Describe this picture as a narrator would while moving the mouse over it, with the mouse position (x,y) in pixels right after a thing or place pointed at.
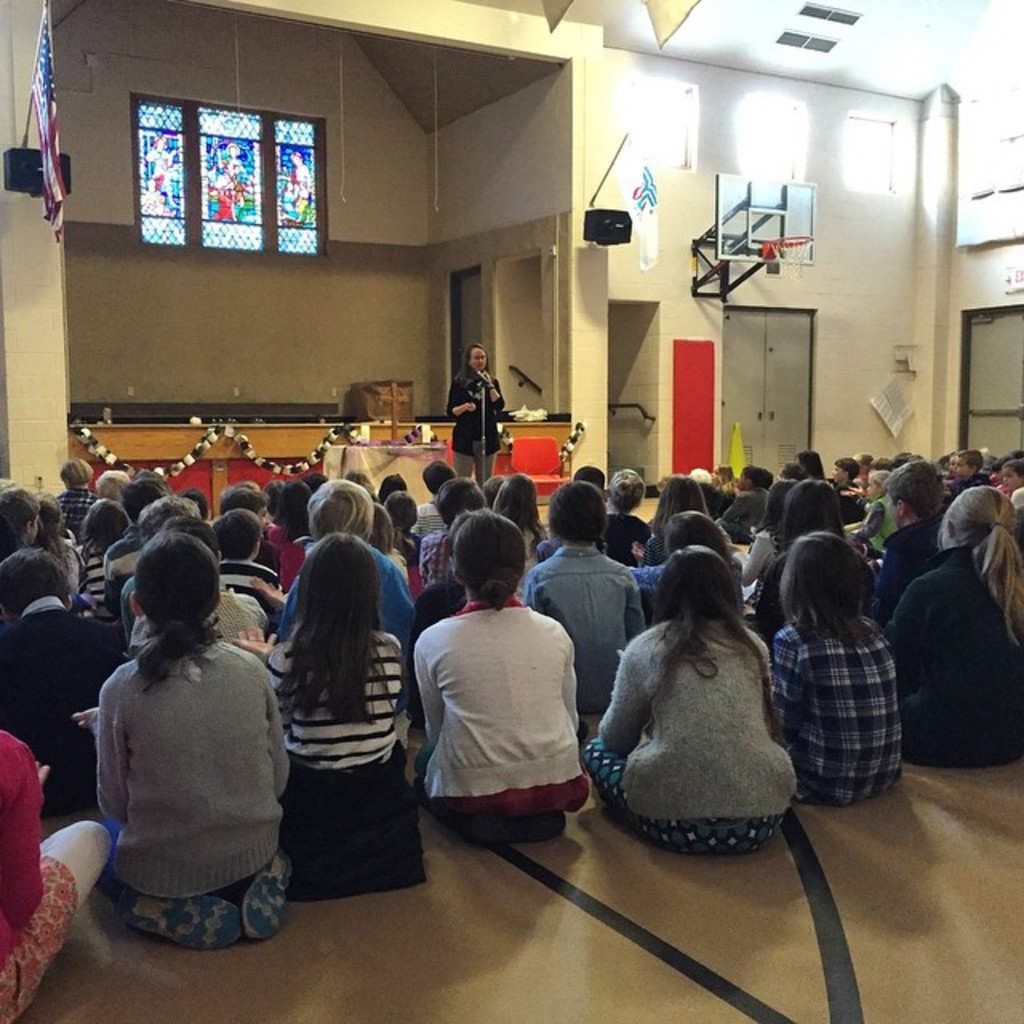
There is a group of people (160,667) sitting on the floor (520,881) as we can see at the bottom of this image (719,816). There is one woman (462,400) standing behind Mic (484,467) which is in the middle of this image (480,413). There is a wall (137,331) in the background (584,343). We can see a stained glass window (252,146) at the top of this image (230,189) and there is a flag (49,163) on the left side of this image (49,213). There is a net (791,258) present on the right side of this image (773,261).
